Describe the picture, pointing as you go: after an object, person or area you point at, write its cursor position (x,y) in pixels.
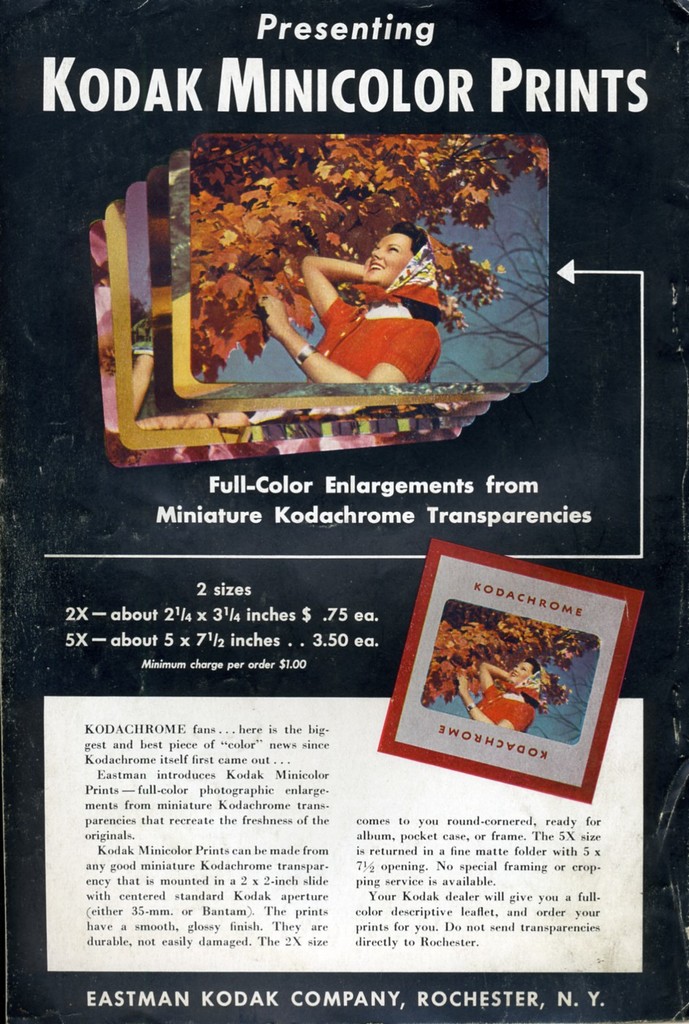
In this image, we can see a flyer (430,391) contains pictures (408,381) and some text (171,665).
